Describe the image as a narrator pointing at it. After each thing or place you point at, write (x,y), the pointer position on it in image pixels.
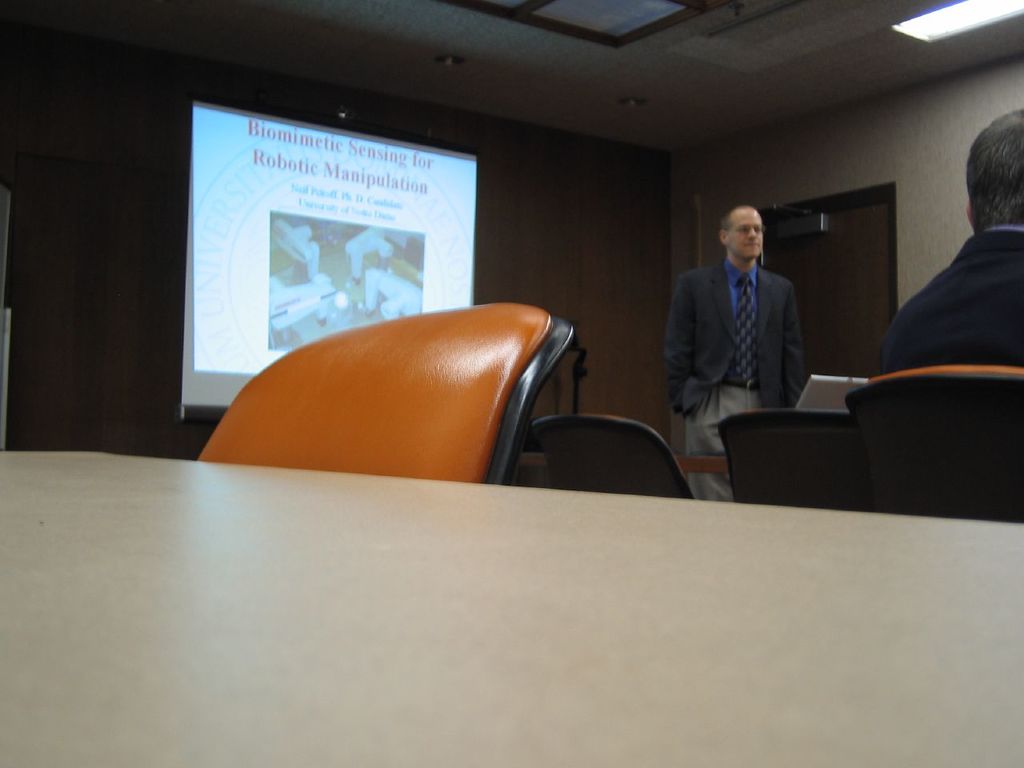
In this image the man (722,329) is standing. There is a laptop (819,404) at the back side (230,224) there is a screen (239,255). There are chairs (567,421).
